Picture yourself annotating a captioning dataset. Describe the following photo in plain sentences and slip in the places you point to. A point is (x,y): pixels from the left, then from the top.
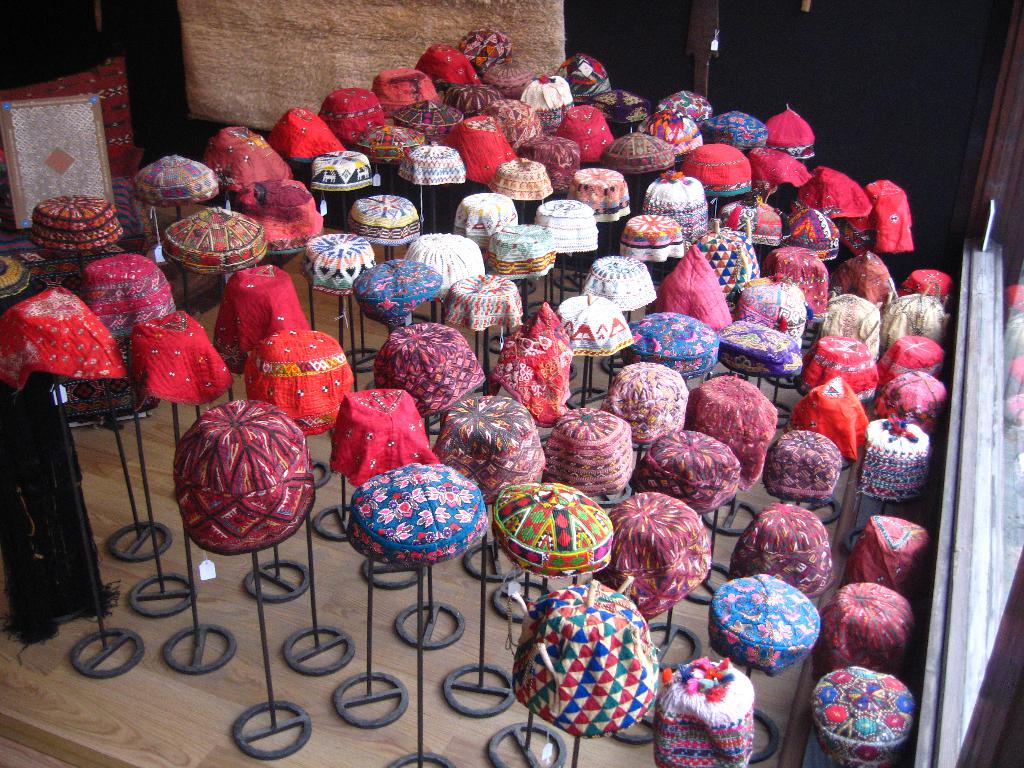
In this image, we can see many caps (502,464) on the stands (285,584) and in the background (273,51), there is a board (76,103), wall (751,27) and we can see a window (925,748) and there is a cloth (35,433) which is in black color and we can see a table (88,729). At the bottom (105,736), there is table (150,716).
